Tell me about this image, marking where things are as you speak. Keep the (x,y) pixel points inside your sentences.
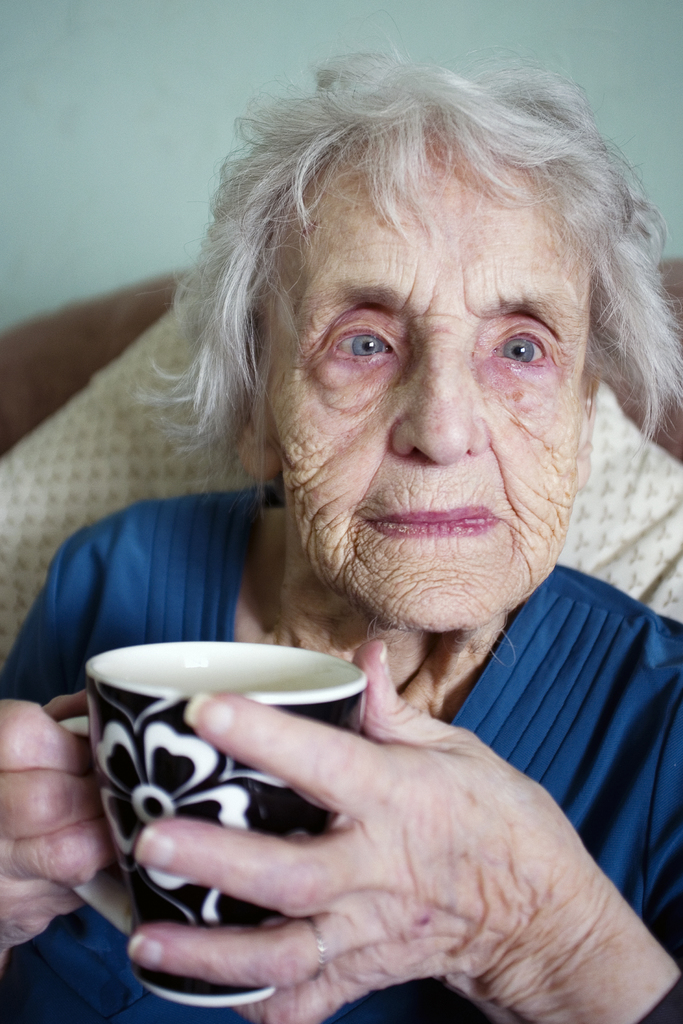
This picture is taken inside the room (576,548). In this image, we can see a woman (561,539) sitting on the couch (32,375) and holding a cup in her two hands (483,808). In the background (53,444), we can see a white color pillow (611,400) and a wall (676,45).
